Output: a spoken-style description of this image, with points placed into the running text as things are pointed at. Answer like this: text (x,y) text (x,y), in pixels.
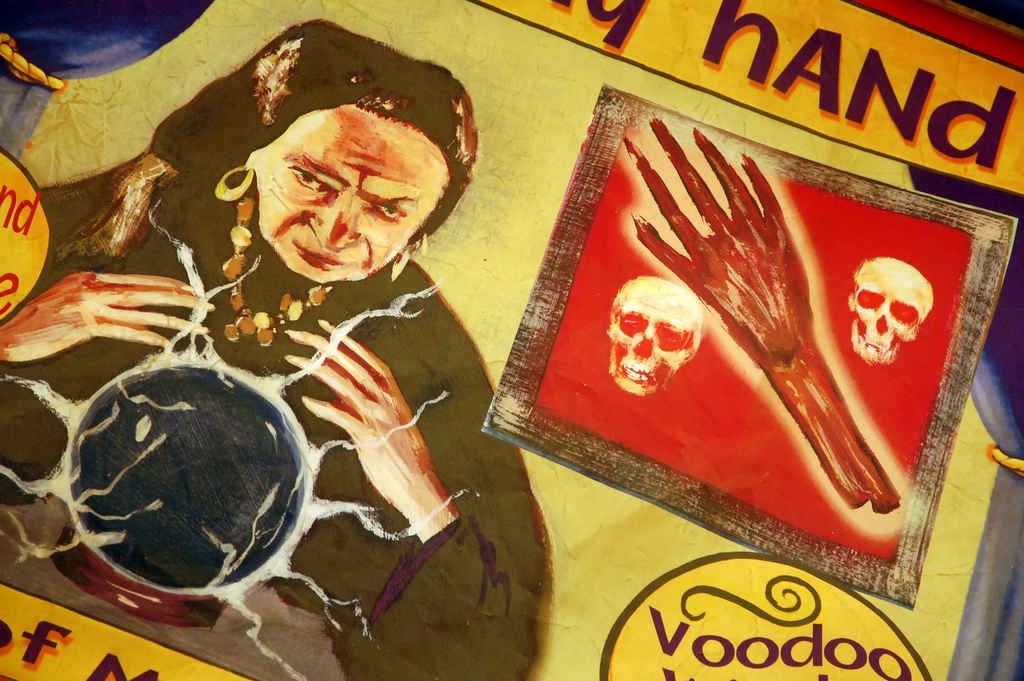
This image is a painting. On the right side (886,489) we can see text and a human hand (847,442) and skulls (673,323). On the left side of the image (308,389) there is a woman (299,358).
